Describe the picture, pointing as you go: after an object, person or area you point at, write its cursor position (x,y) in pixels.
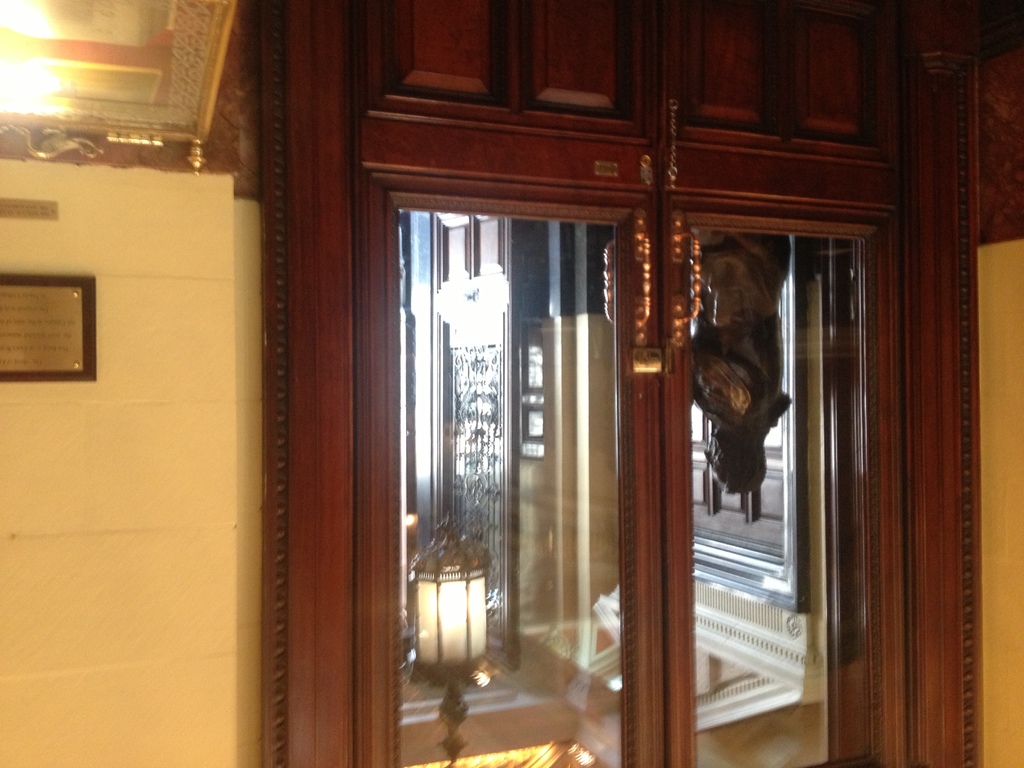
This is a picture taken in a room (543,110). On the left (139,239) there is a frame (109,77) and a wall (102,659). In the center of the picture (617,388) there is a closet (536,168) and mirror (775,484), in the mirror (484,579) we can see lamp (470,582) and a statue (731,372).
